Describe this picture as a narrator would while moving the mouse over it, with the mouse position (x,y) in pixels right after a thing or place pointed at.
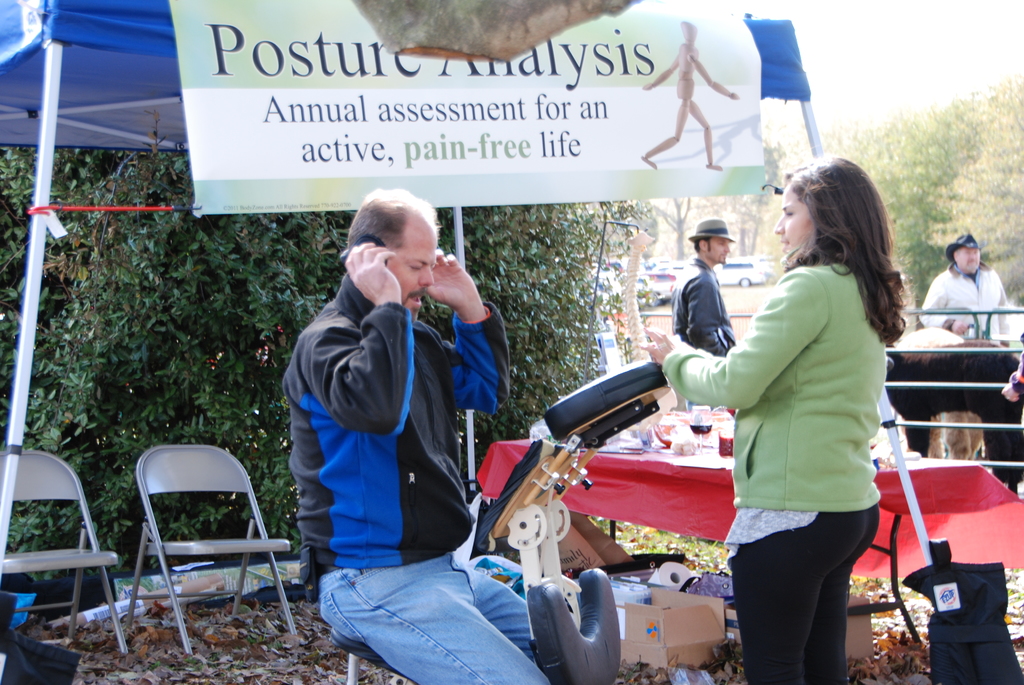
In the picture I can see people (825,503) are standing among them the man (391,524) on the left side (330,478) is sitting on an object (544,607). In the background (523,174) I can see a board (455,109) which has something written on it, chairs (102,560), plants (285,273), trees (922,130), vehicles (767,256), the sky (829,91) and some other objects (633,375).
